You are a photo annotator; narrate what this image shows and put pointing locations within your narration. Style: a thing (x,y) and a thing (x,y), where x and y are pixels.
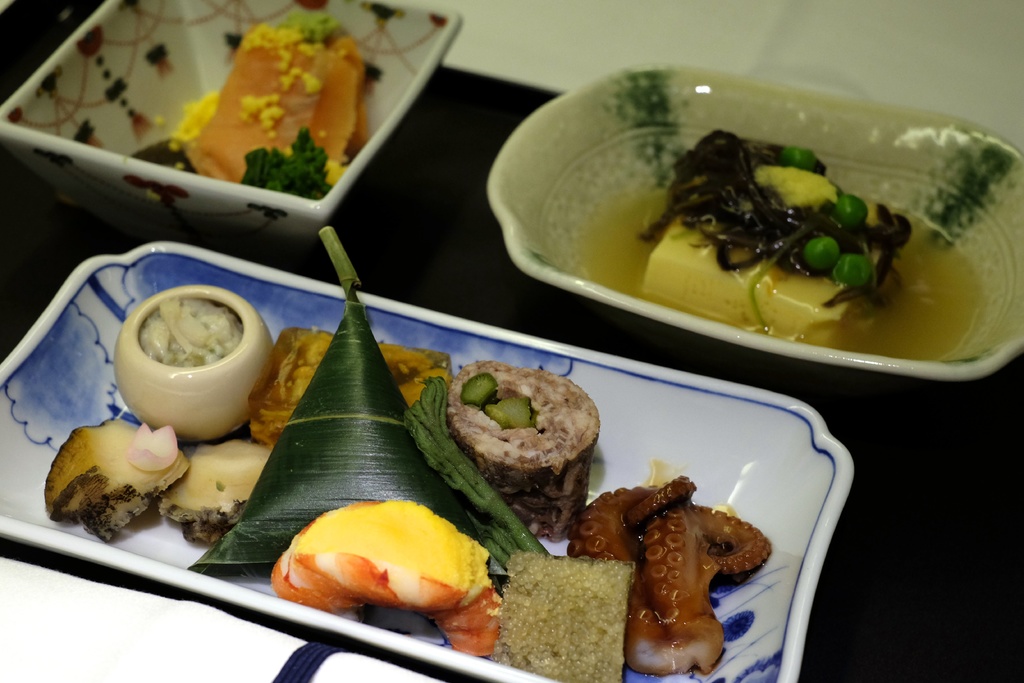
In this picture I can see there are three different bowls (723,476) with different types of food (486,416) and they are placed on the black surface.
